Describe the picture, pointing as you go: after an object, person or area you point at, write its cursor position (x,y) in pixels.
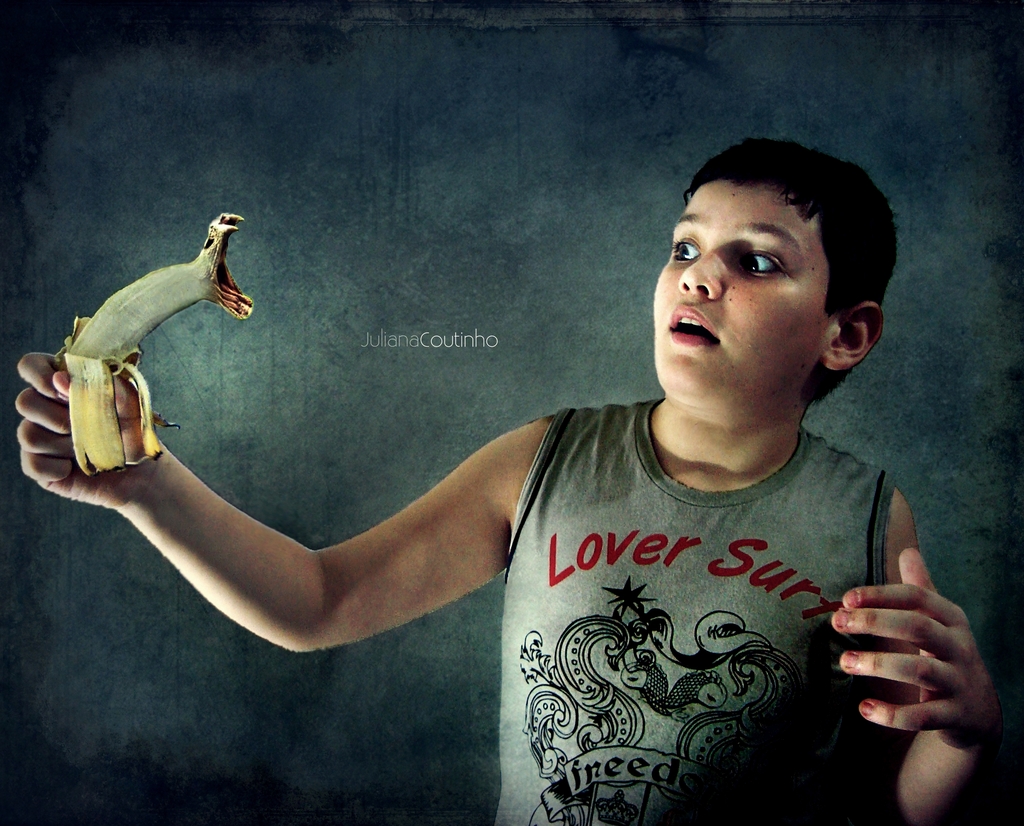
In this image I can see a boy (551,485) and I can see he is wearing grey colour dress (624,631). On his dress (634,620) I can see something is written. Here I can see he is holding an object (135,301). I can also see watermark (360,346) over here.
